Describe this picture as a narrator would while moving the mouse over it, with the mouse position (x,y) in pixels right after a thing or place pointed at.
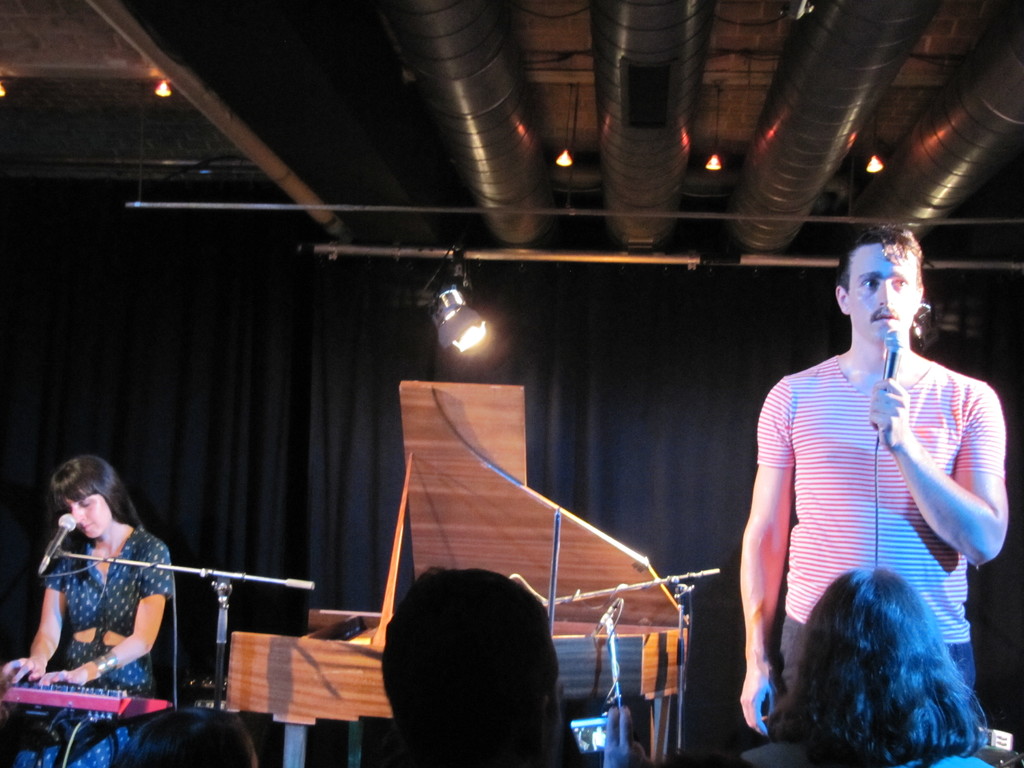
Here is the man (851,487) standing and holding mike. this is the piano (352,621) with a wooden texture. This is a mic (75,527) attached to the mike stand (217,584). Here is the woman (118,615) sitting and playing a musical instrument (40,689). I can see people (496,739) standing and watching the performance. This is a show light (478,345) attached to the rod (575,261). This is the rooftop (738,79). These look like pipe (826,131). At the background (681,369) can see cloth (324,391) hanging to the hanger (450,253).
